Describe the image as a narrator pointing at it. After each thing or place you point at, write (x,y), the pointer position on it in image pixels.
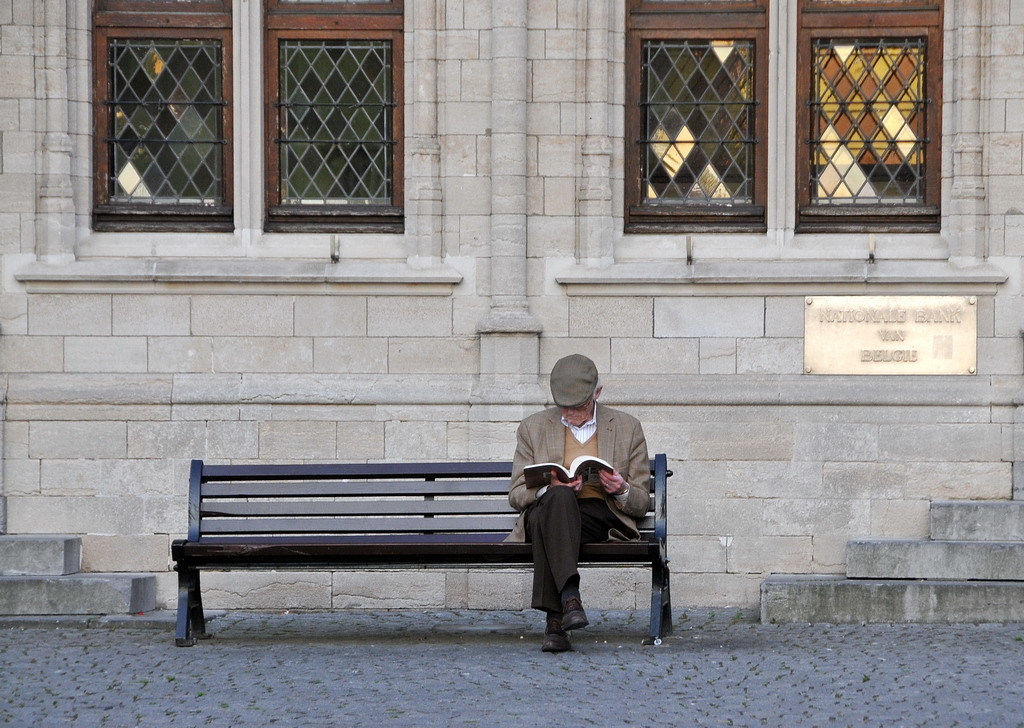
In this picture a man (581,530) is seated on the bench (495,466), and he is reading a book (584,462), in the background (487,378) we can see a building (597,269).
